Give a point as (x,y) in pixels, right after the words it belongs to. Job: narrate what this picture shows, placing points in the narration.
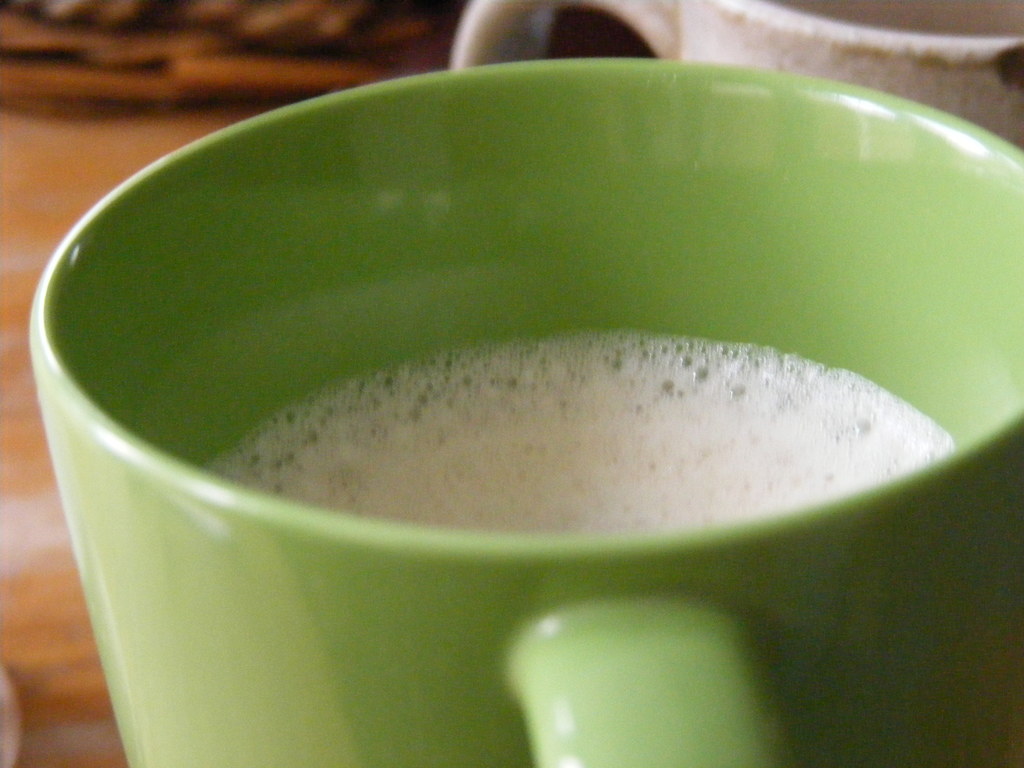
In the image in the center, we can see one table (40,451). On the table (24,438), we can see two coffee mugs (744,137), which are in green and white color. And in the green mug (770,118), we can see coffee (453,426).
